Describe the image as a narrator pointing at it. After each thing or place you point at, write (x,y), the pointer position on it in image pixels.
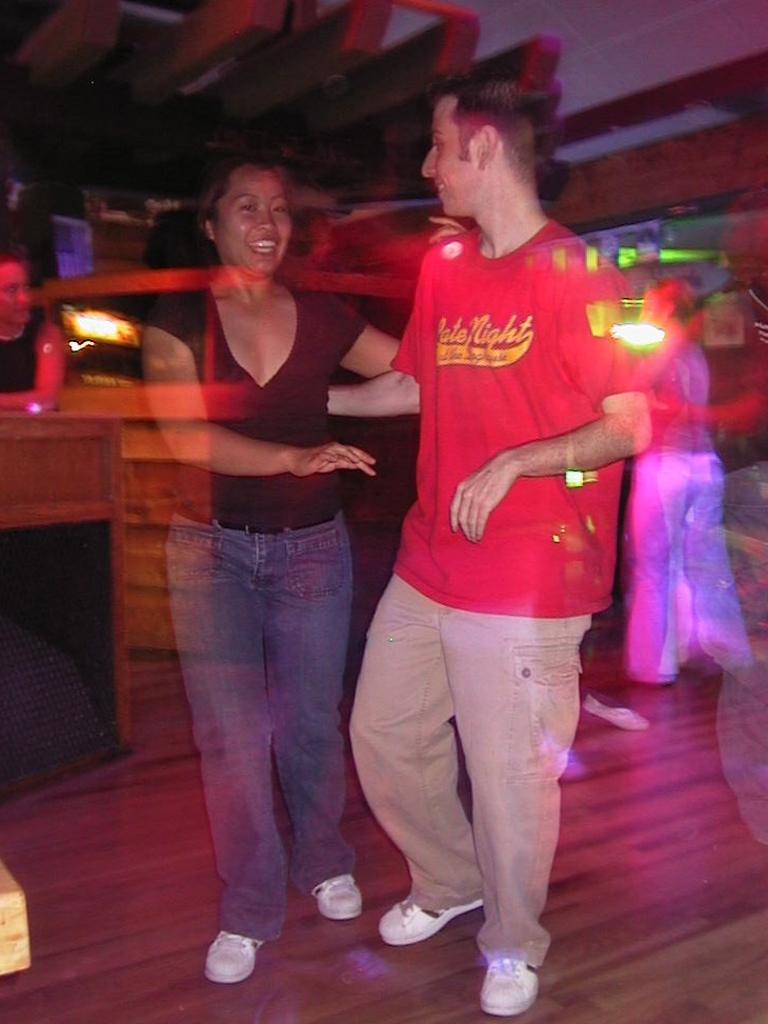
This picture is blur, in this picture we can see people (320,463), floor (711,838), table (43,507) and lights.
